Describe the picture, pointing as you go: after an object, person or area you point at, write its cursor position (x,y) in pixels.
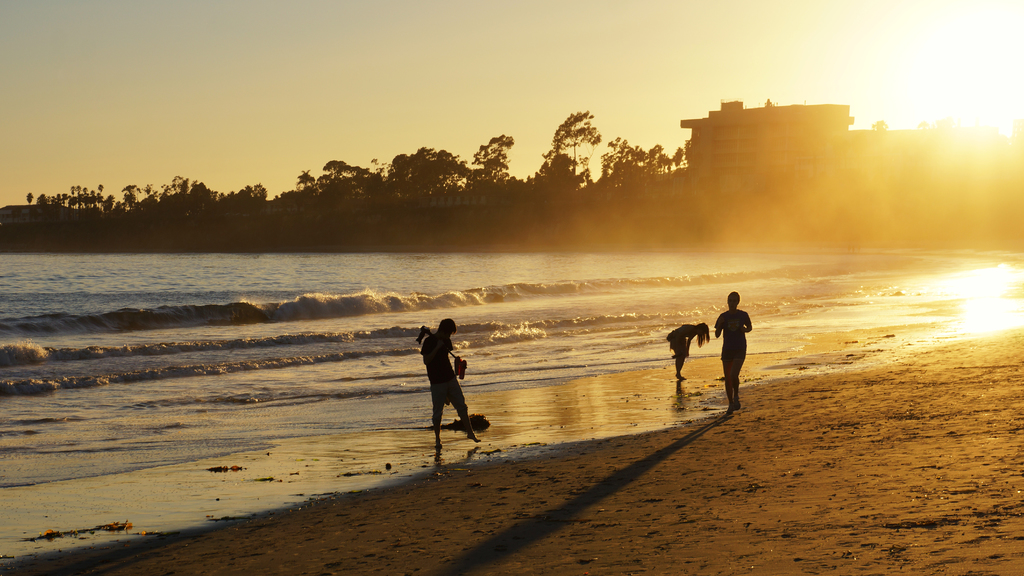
In the foreground of this image (682,339), there are three people (728,323) standing on the sand (761,455). In the background (559,279), there is water (490,262), trees (527,191), buildings (874,160), sun (1023,36) and the sky (434,62).
